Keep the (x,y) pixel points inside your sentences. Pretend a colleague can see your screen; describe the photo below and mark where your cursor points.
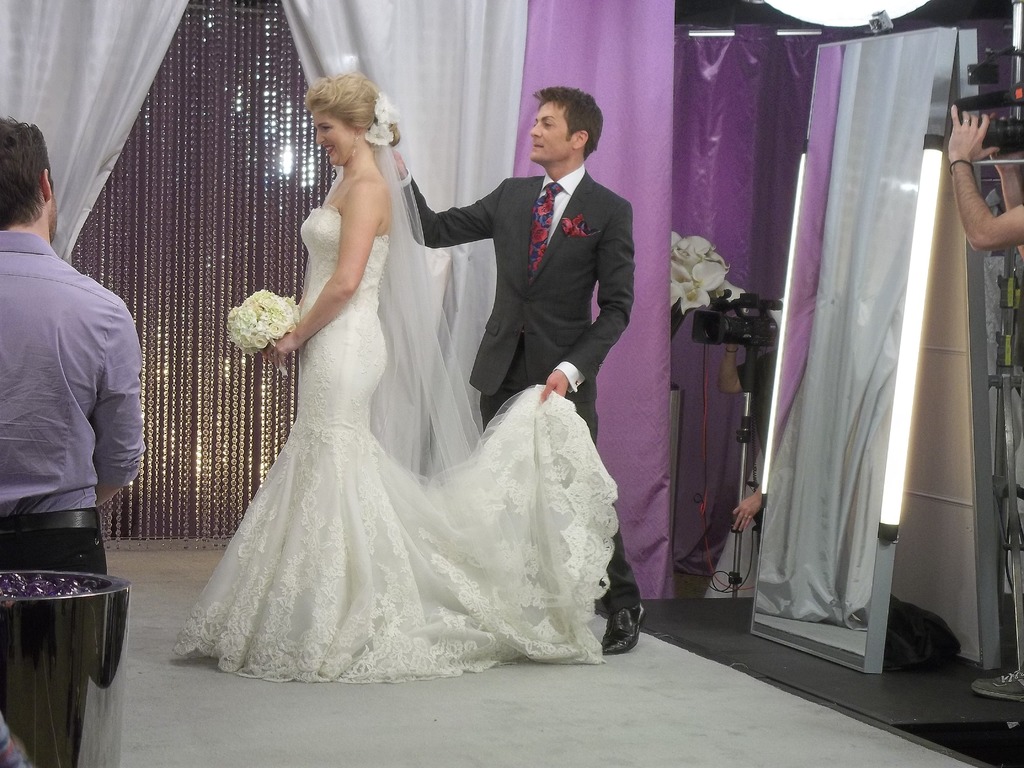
There is a man (509,343) and a woman (365,360). Woman (335,334) is holding a flower bouquet (289,299) and wearing a gown (385,239) and a veil (422,296). On the right side (961,216) there is a person (976,221) holding a video camera (993,121). There are lights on a stand (865,226). Near to that another person (726,380) holding a video camera (736,340) with stand (746,434). Near to that there is another flower bouquet (685,269). In the back (455,100) there are curtains (177,102). On the left side (55,344) there is a person (80,398) standing. Near to him there is an object (91,652).
